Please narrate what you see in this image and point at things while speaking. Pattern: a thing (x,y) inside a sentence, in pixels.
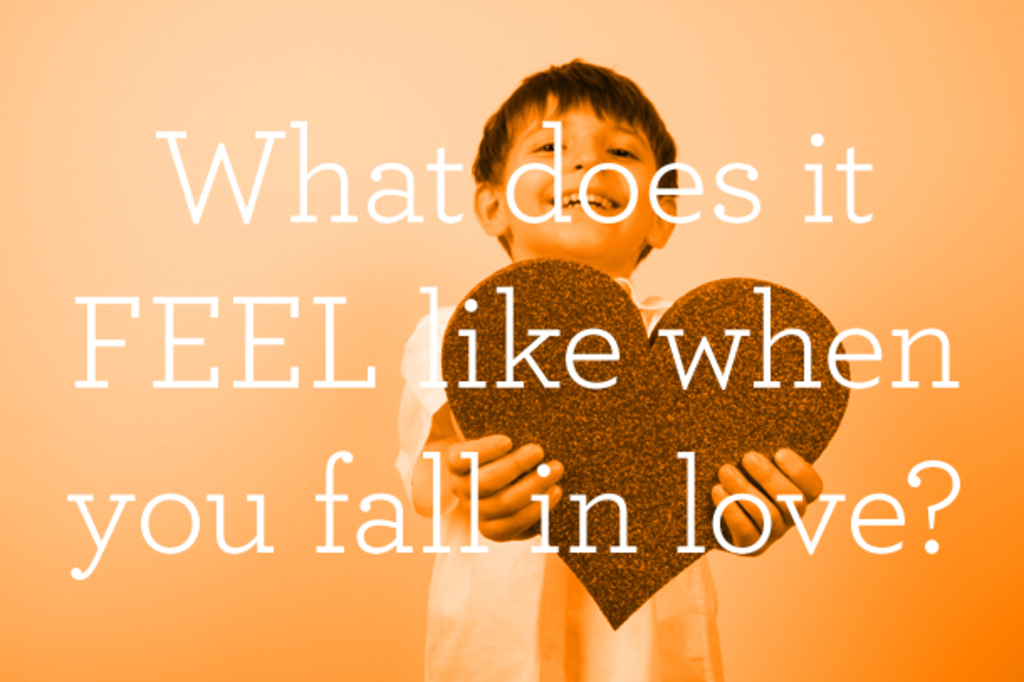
In this picture I can see a boy (548,214) standing and smiling by holding an object (815,391), and there is a quotation (556,165) on the image.
